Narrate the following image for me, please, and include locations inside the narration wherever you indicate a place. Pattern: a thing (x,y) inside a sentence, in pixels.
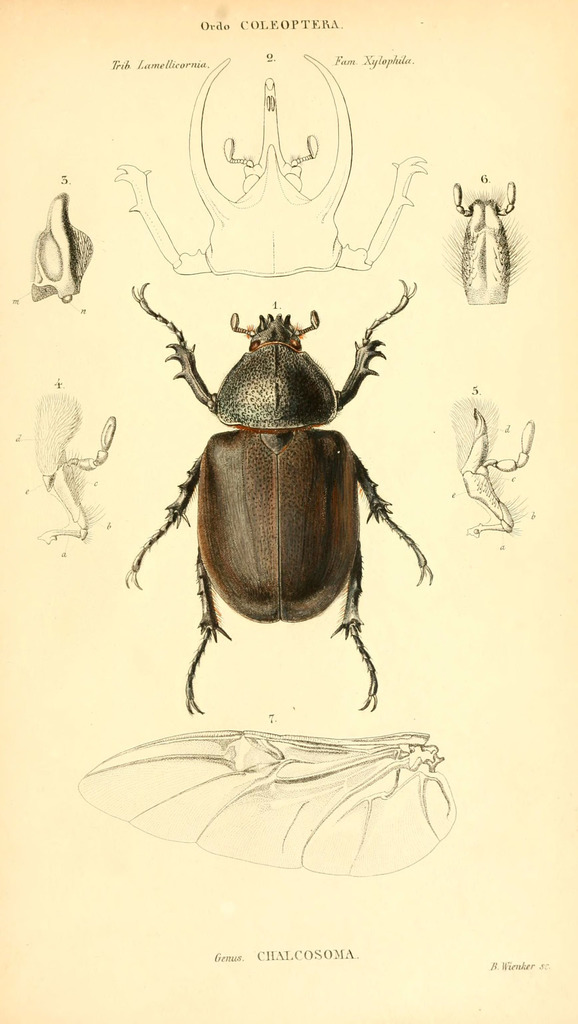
In this image there is a paper (410,661) and we can see pictures (239,515) of beetle (232,495) and its parts (76,531) printed on the paper (217,941). There is text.
